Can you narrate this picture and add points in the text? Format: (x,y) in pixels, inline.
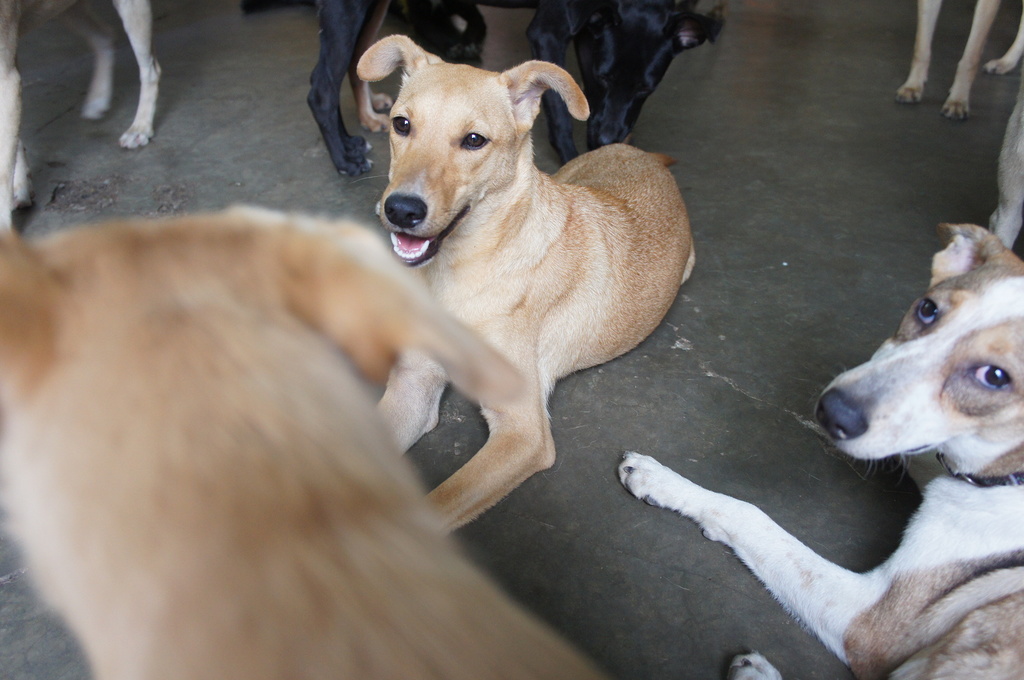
In this image we can see many dogs (645,253).
